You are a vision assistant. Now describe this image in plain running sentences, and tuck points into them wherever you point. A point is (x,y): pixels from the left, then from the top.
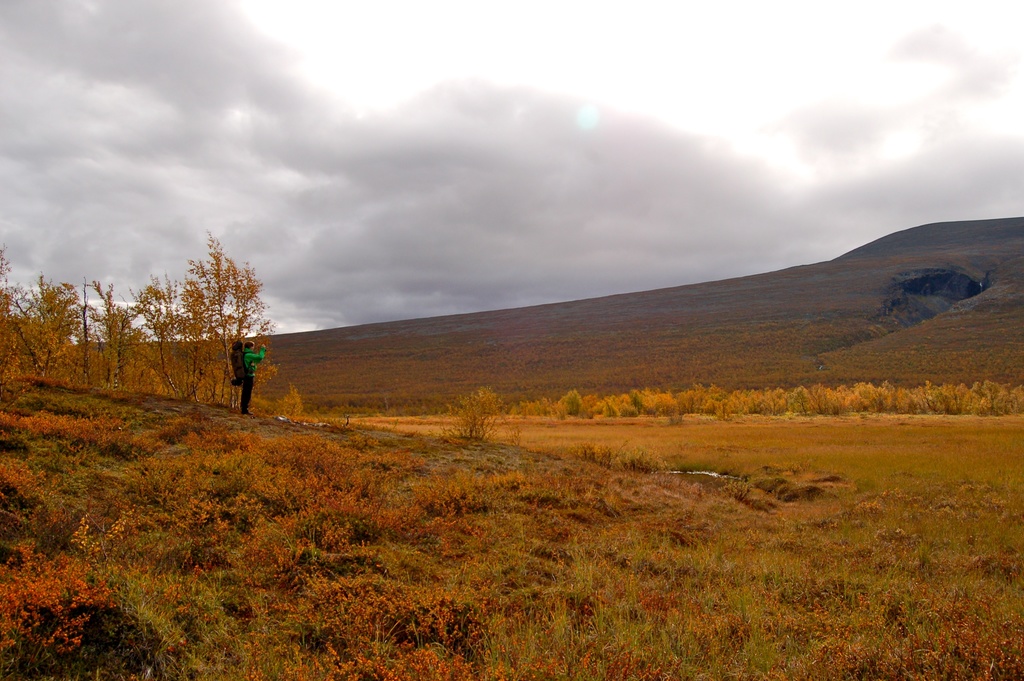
In this image there is a person (252,390) wearing bag (245,367) is standing. On the ground (352,524) there are plants (536,521). Also there are trees (66,346). In the background (681,333) there is a hill (669,290) and sky (430,205) with clouds (430,205).
